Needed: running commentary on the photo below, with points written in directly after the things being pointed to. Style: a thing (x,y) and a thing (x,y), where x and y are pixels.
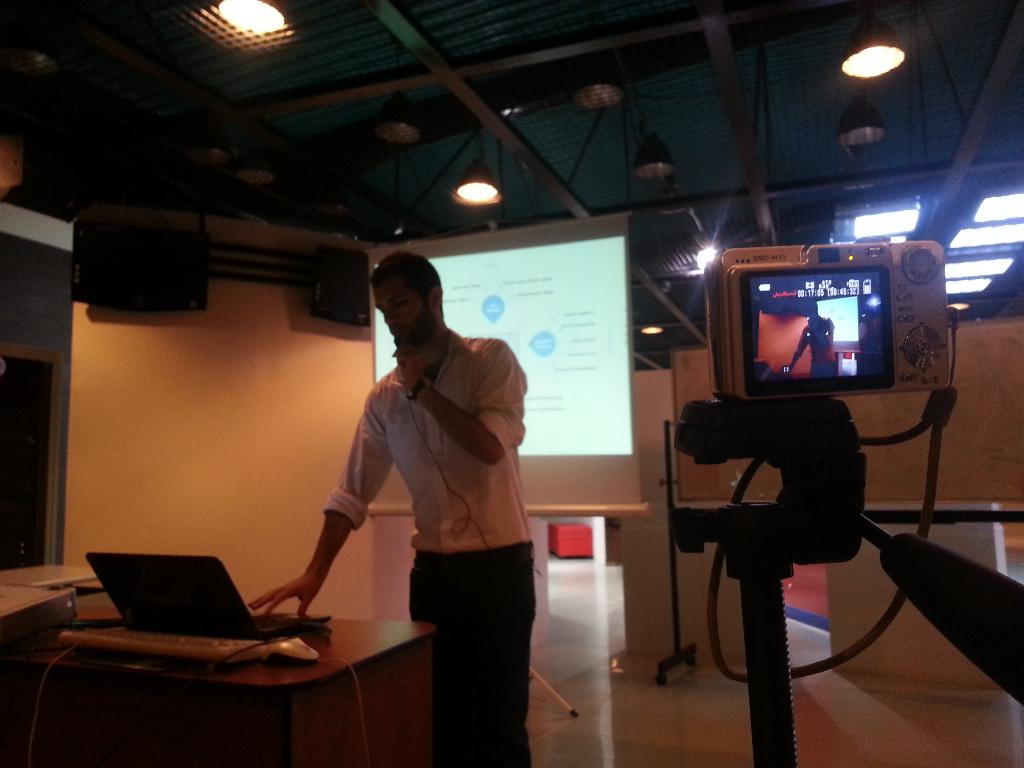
In the center of the image (432,348) there is a man (458,593) standing. There is a table (243,681) placed before him. There is a laptop (225,615), keyboard (253,649), mouse (293,660) placed on the table (345,656). In the background (534,358) there is a screen (533,351). on the right (912,324) there is a camera (787,371). At the top (272,8) there are lights (466,174).
